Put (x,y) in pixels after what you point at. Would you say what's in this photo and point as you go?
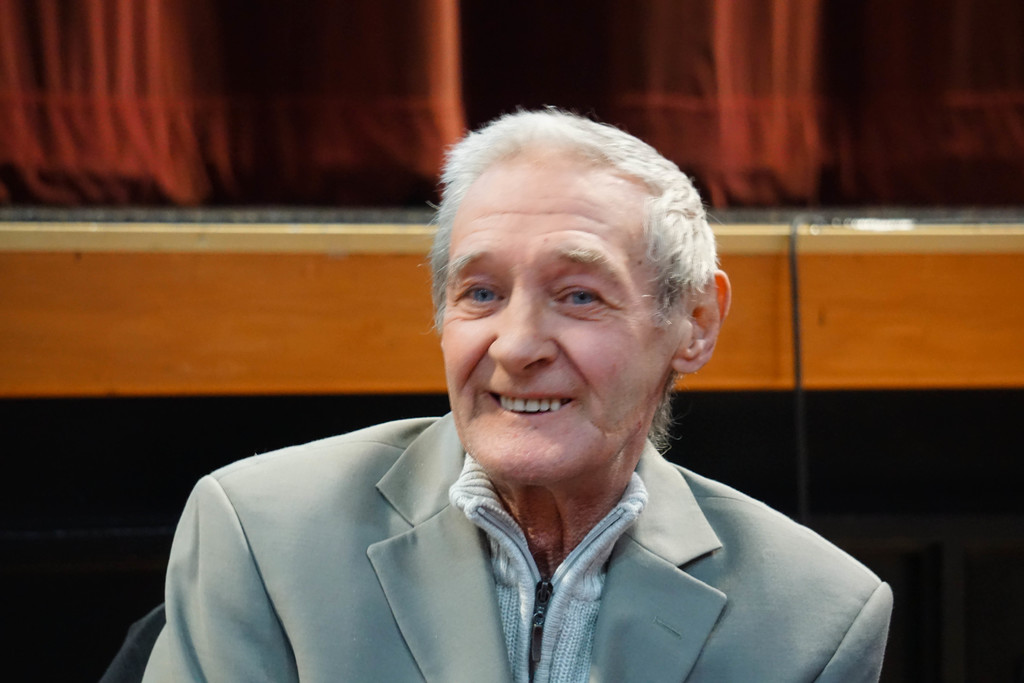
In the center of the image (515,401), we can see a person (530,381) sitting and smiling and in the background (197,225), there is a board (212,286) and we can see a curtain (754,108).
